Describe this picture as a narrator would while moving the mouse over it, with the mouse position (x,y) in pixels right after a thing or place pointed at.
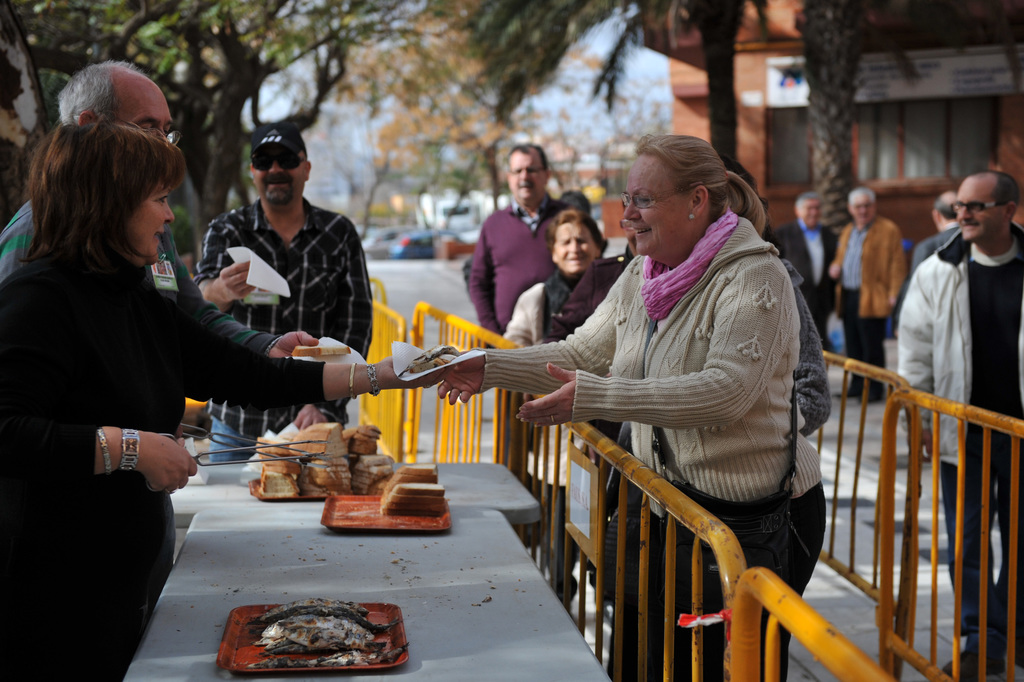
People (645,304) are standing, on the table (419,594) we have food (335,474), tray (364,513) and in the back (395,70) there are trees (391,88) and building (764,102).
